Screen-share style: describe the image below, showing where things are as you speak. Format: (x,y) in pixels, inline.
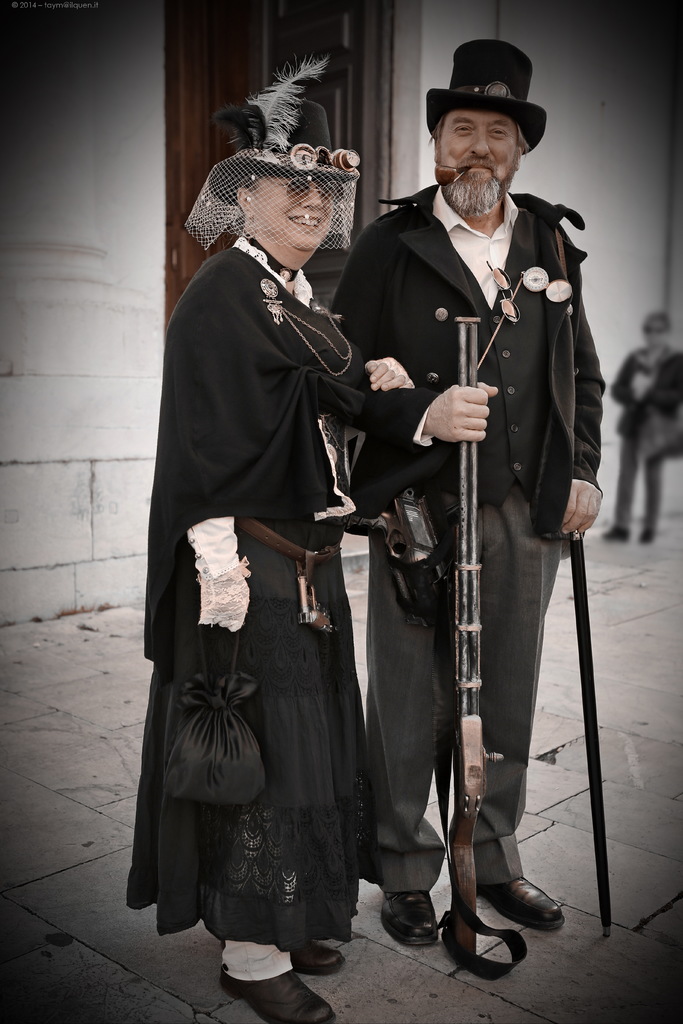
In this image we can see two persons (257,362) wearing similar dress (379,340) caps (315,117) and one holding a weapon (464,476) in his hand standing on the floor (642,742) one of the person (538,468) is smoking and at the background of the image (108,83) there is wall (38,132).
